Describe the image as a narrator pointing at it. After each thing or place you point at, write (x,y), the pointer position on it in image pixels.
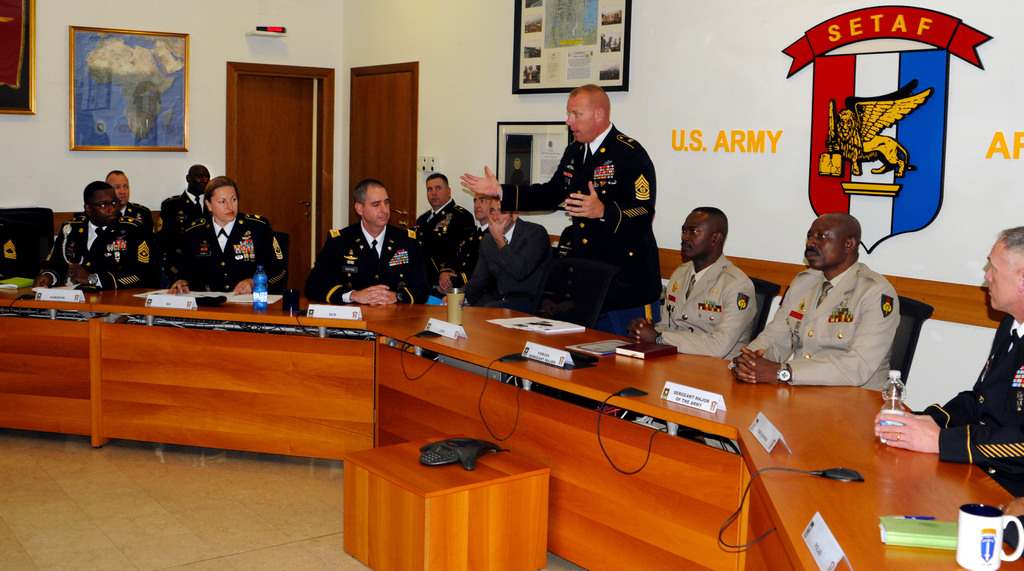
In the center (593,227) we can see one man (586,227) standing. And few persons (83,249) were sitting on the chair (41,245) around the table (831,453). On table (521,415), we can see mouse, water bottle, mug (967,556), box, book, papers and phone (436,453). In the background (517,43) there is a wall (710,48), photo frame (147,67), door (366,132) and flag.
